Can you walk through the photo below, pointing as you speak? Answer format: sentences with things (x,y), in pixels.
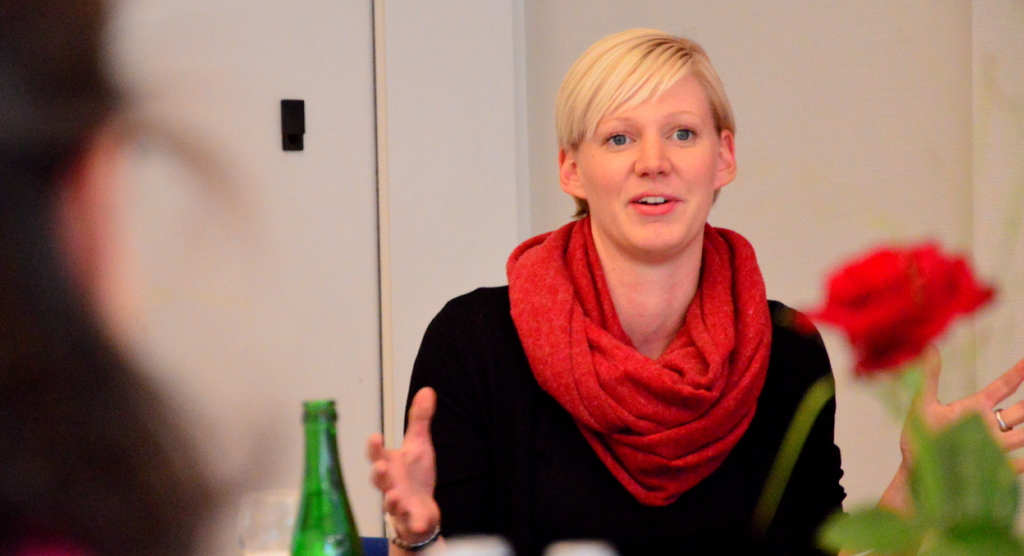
In this image I can see a person (626,419). On the right side (915,305), I can see a flower (910,330). On the left side (334,489) I can see a glass bottle (314,482). In the background (413,127), I can see the wall (849,104).
